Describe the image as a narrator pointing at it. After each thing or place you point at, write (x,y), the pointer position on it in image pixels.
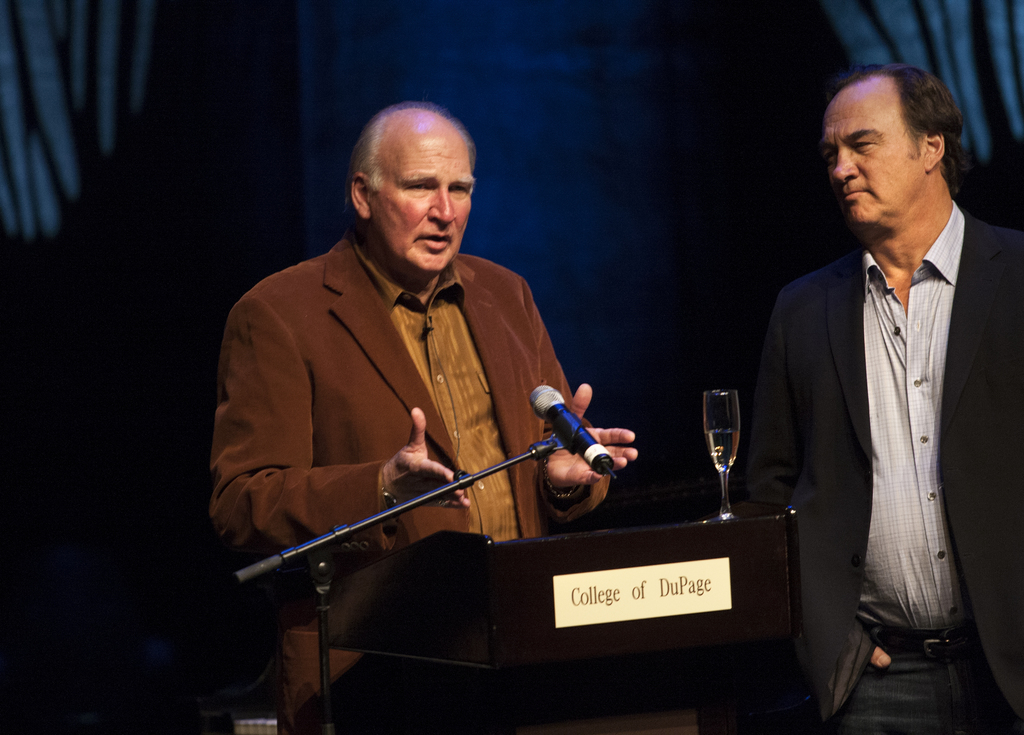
In this image I can see there is a man (452,517) standing at the podium (560,629), it has a microphone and there is a wine glass (720,409) placed on the podium (550,618). There is another person (878,395) standing on the right side (844,295), there are few curtains (430,48) in the background (535,80).
